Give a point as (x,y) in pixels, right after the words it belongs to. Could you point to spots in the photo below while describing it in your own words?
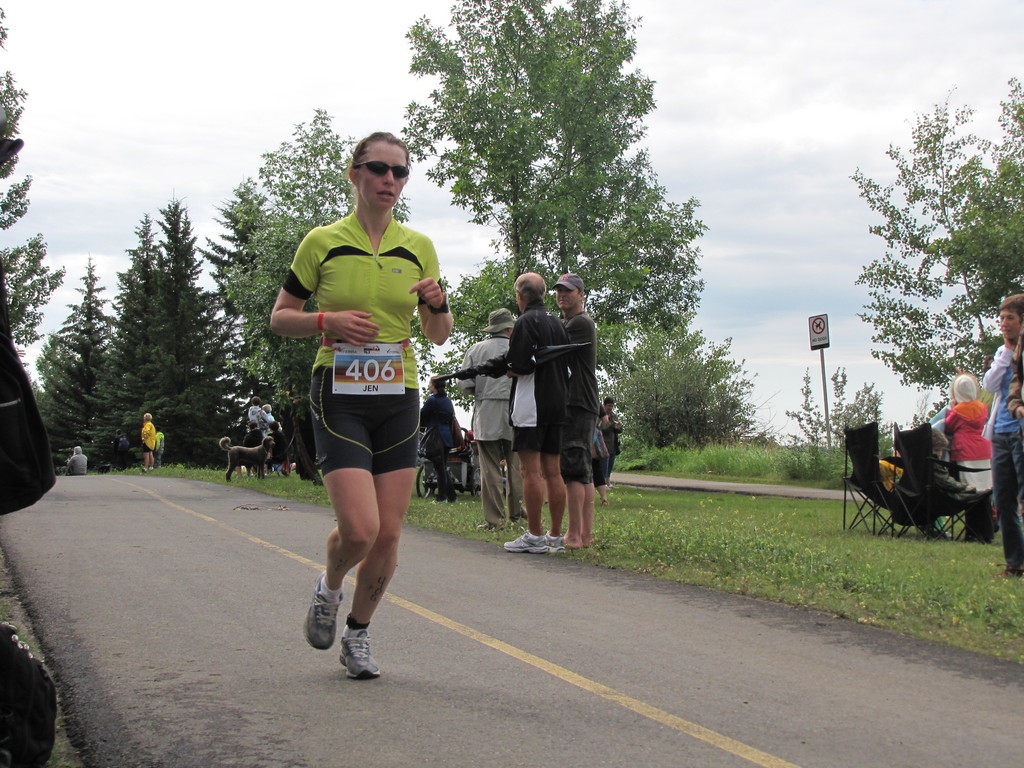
In the center of the image (424,298), we can see a person (295,288) wearing a board (369,361), glasses (376,175) and running on the road (195,607) and in the background (536,419), we can see some other people (563,406) and one of them is holding an umbrella (510,369) and some are wearing caps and we can see chairs (970,504), trees (142,313), a board (825,337) and we can see an animal (266,462) and bicycles (426,480). At the top (773,58), there is sky (752,159).
